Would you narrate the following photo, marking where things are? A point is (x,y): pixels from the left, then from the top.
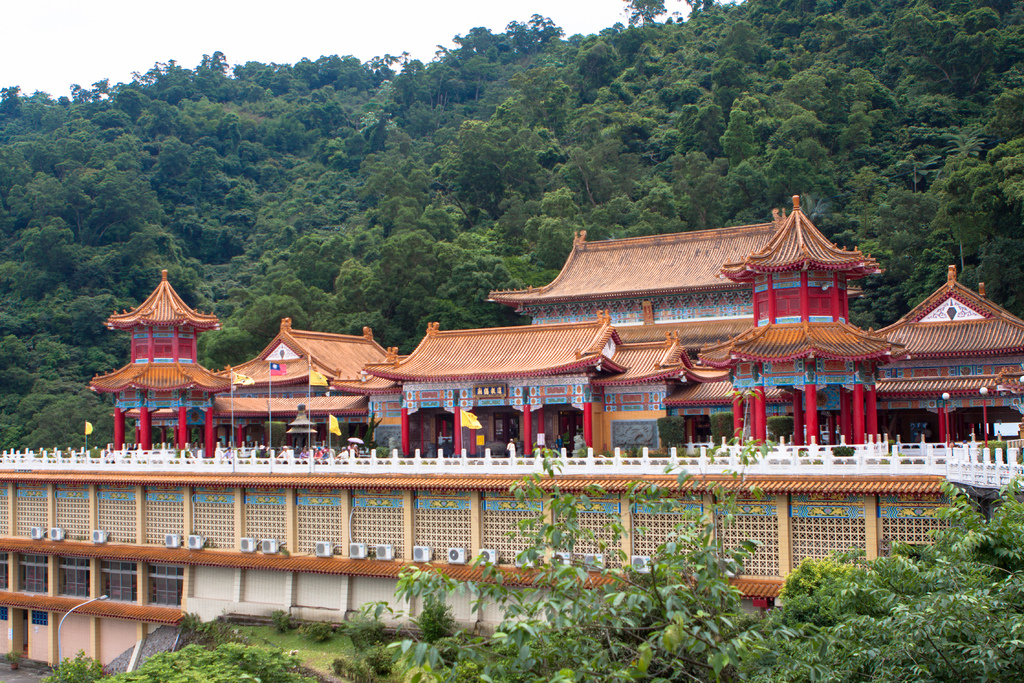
In the center of the image (596,381) we can see persons (285,453), buildings (580,402) and air conditioners (100,536). At the bottom of the image (1003,519) we can see trees (185,668) and grass (295,660). In the background (761,158) we can see trees (408,199), hill (426,180) and sky (198,45).
